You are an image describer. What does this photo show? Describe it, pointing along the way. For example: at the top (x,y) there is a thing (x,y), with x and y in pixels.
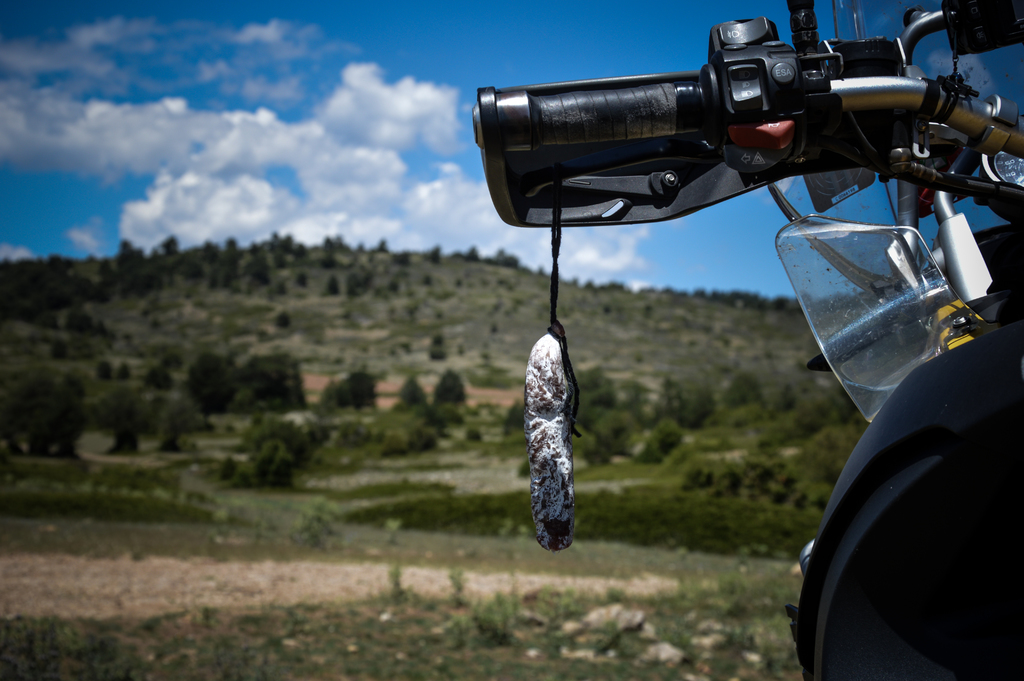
In this image I can see the vehicle (925,432) and something is hanged to the handle (578,112). Back I can see few trees (452,379), mountain (392,356) and the sky (336,129) is in blue and white color.
